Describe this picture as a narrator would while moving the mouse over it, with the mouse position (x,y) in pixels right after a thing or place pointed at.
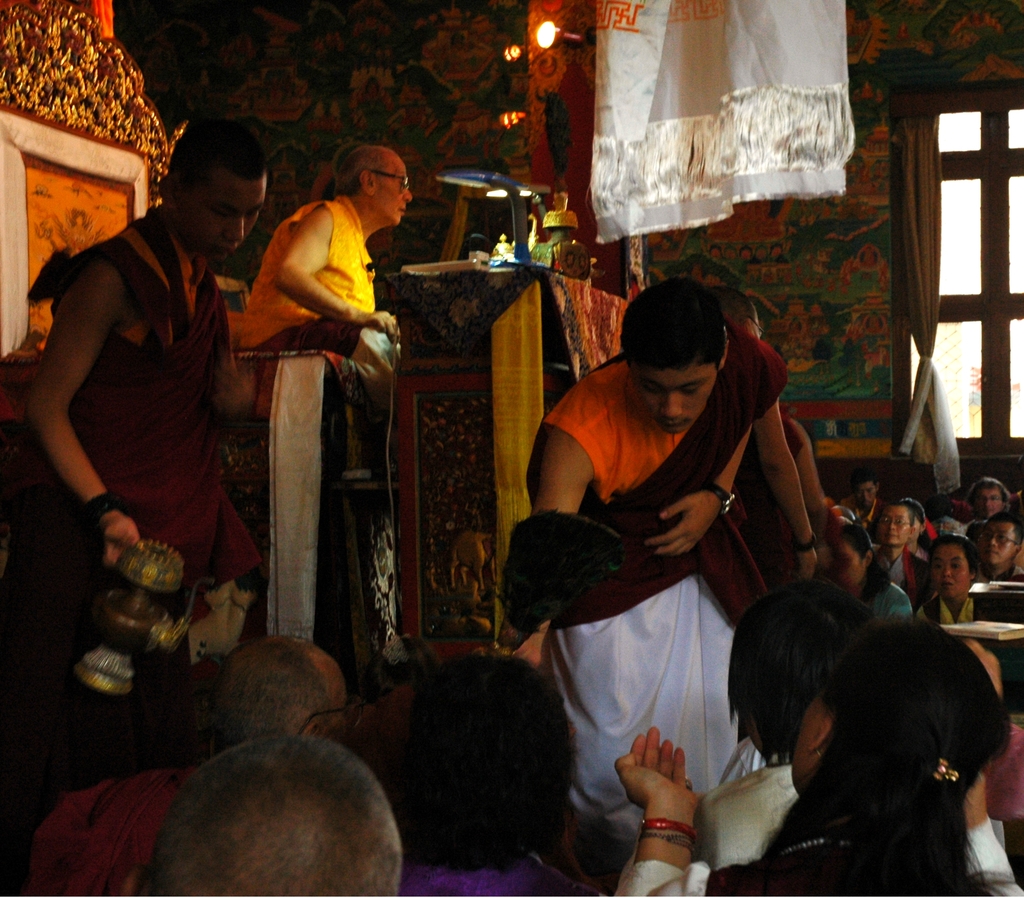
In this picture we can see some people (906,524) are sitting and some people (661,493) are standing. A person (534,503) is holding an object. It looks like a person (345,250) is sitting on a chair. In front of the sitting person (327,310) there is a table (454,367) and on the table (476,506) there are some objects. Behind the people (280,345) there is a light (550,34) and there is a wall (776,255) with a window (949,330) and a curtain (925,169).
